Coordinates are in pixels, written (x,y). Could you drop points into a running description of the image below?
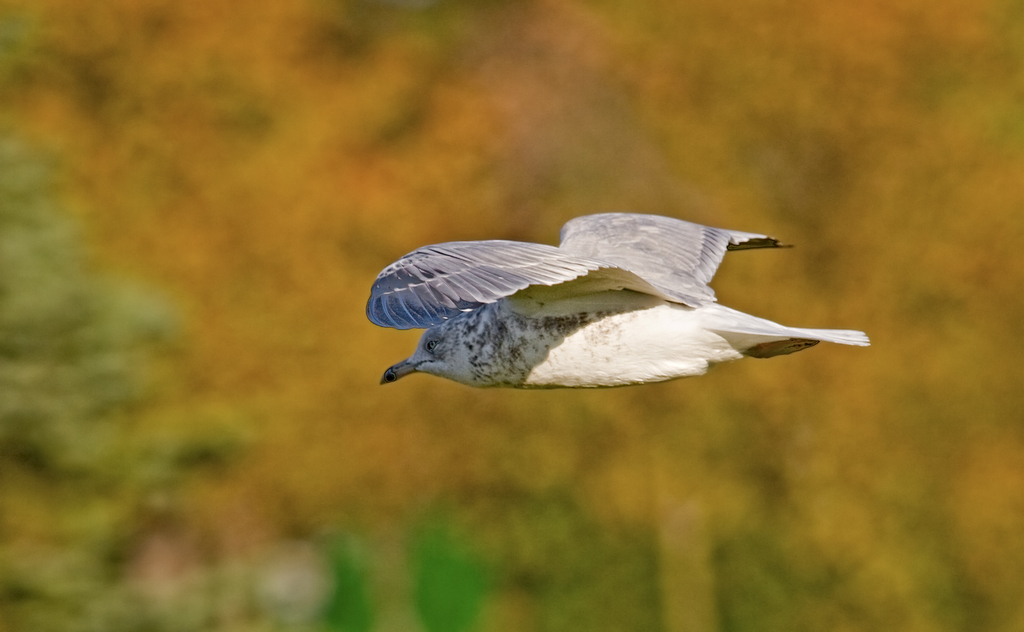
In this image we can see a bird (591,307) flying and a blurry background (29,542).
